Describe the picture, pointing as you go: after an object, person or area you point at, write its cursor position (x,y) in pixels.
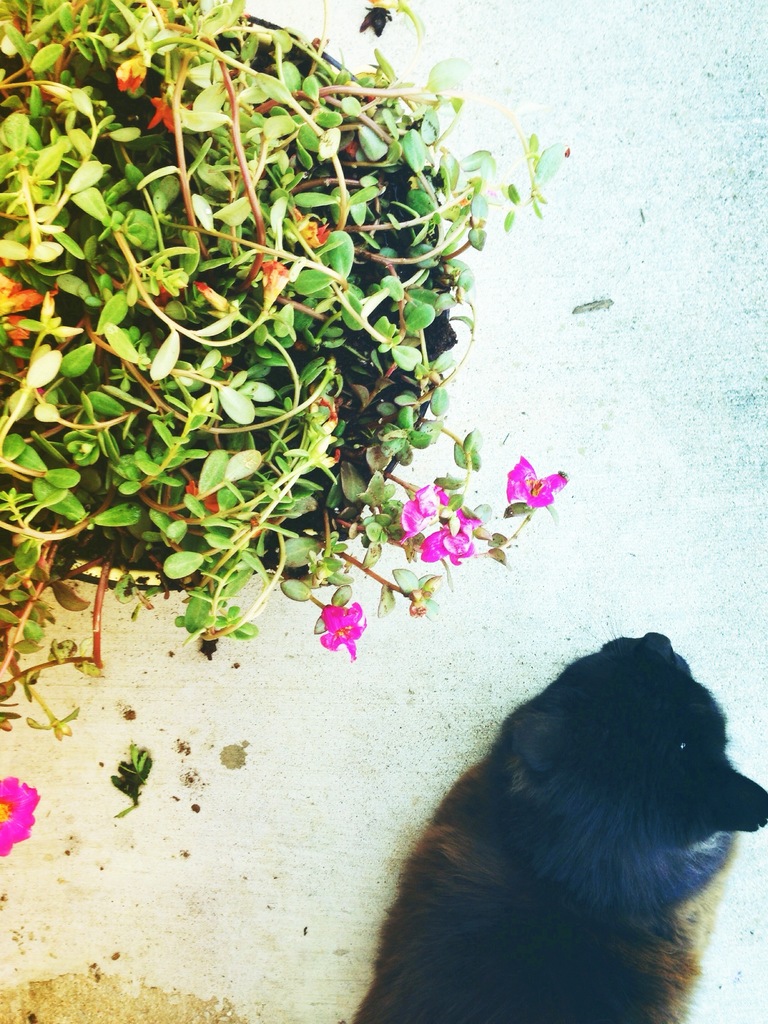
In this image we can see an animal (537,809) on the floor (537,527) and beside the animal (603,840) there is a potted plant (338,378) with flowers (443,538).
